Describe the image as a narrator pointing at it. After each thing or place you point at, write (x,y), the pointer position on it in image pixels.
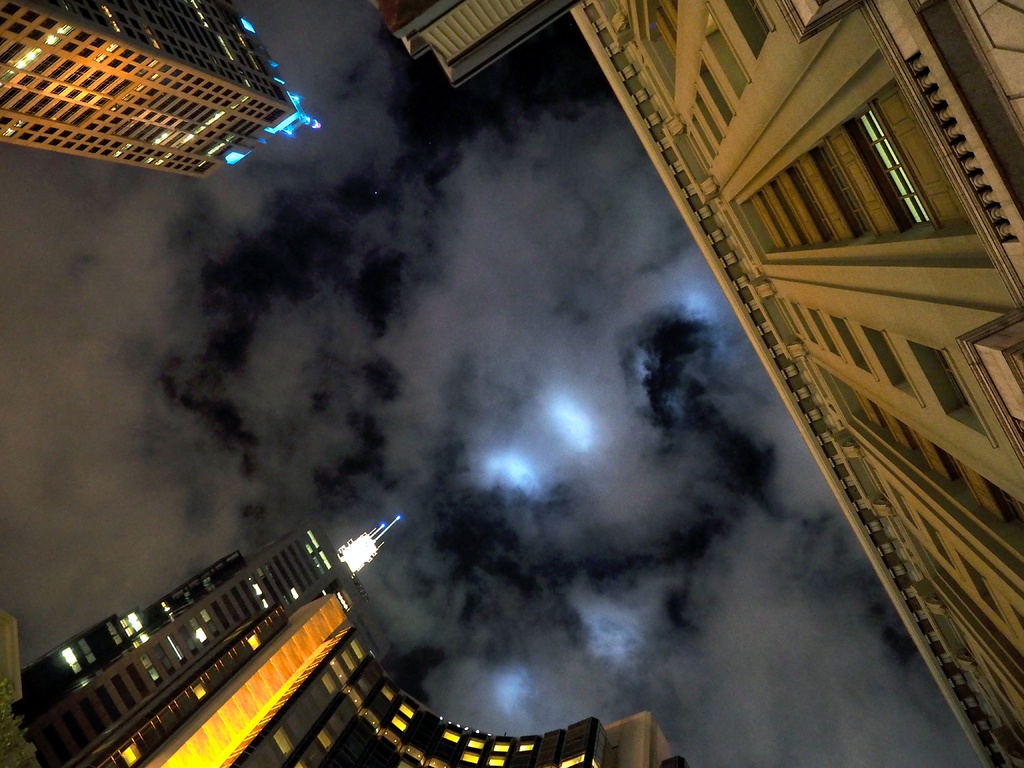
As we can see in the image there are buildings (300,124), lights (290,125), sky (441,208) and clouds (590,490).
